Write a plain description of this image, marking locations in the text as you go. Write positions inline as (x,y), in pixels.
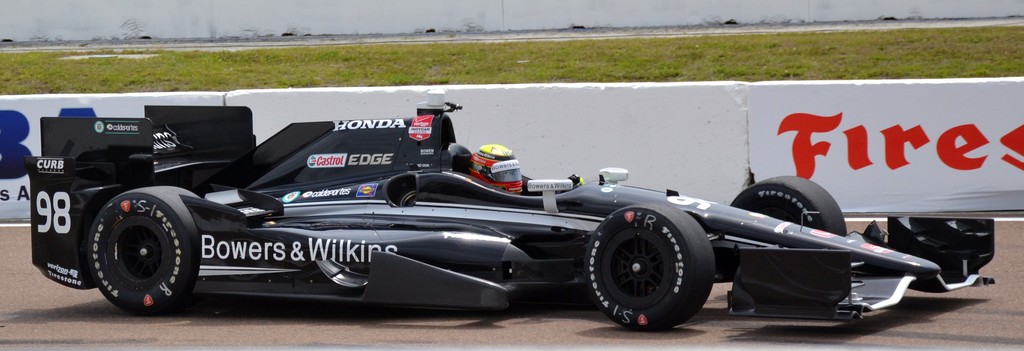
In this image, It looks like an auto racing car (414,206), which is black in color. I can see a person (484,179) sitting in the car (460,188) with a helmet (500,176). I think this is a wall (761,101) with the letters (963,138) written on it. At the top of the image (580,61), I can see the grass (510,61).
